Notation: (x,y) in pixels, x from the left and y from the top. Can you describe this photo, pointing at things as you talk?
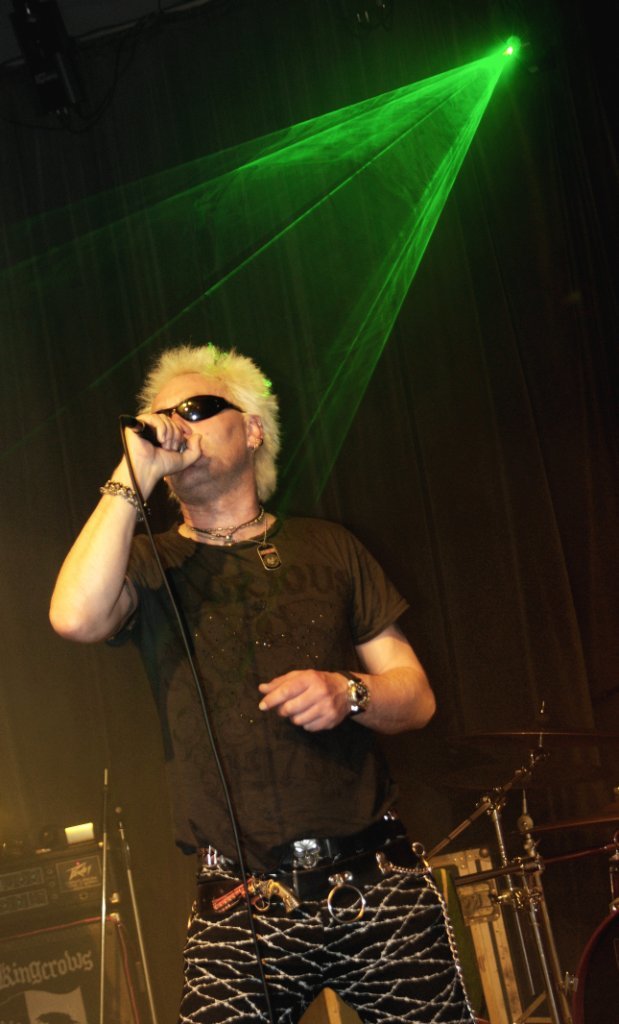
In this picture there is a man (245,748) standing on the stage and singing, holding a mic (155,442) in his hand (173,444). He is wearing spectacles (218,408). In the background (442,139) there is a light (411,107).
